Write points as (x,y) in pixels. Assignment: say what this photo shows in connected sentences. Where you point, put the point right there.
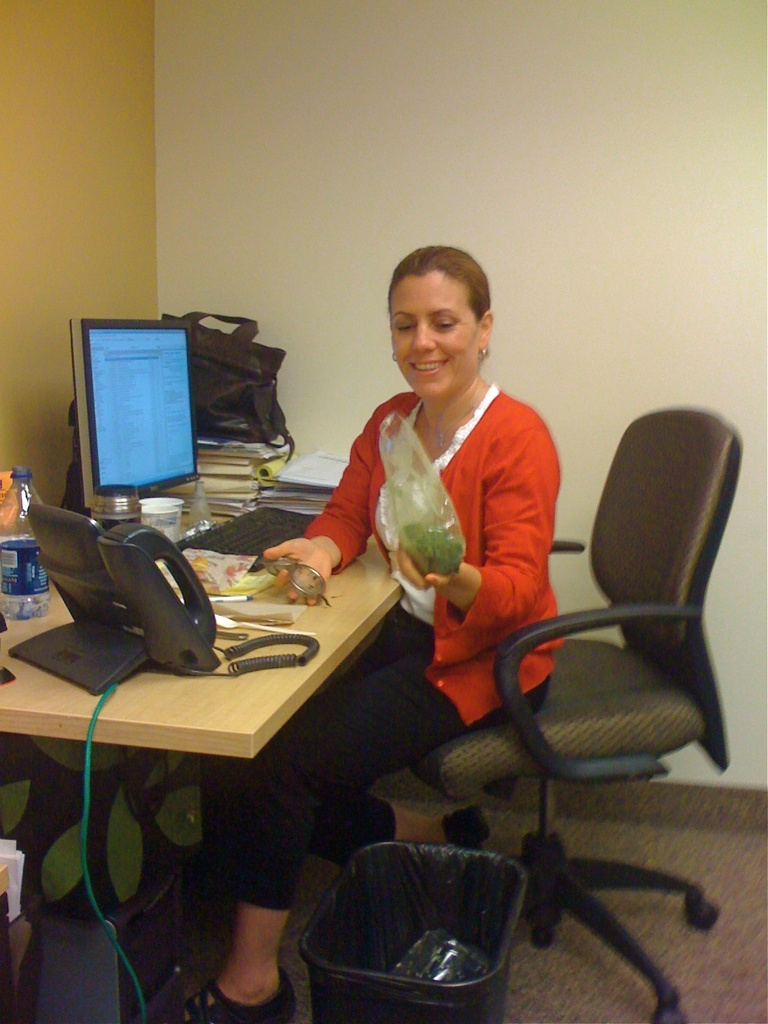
In the picture a woman (415,618) is sitting on a chair (561,704), something is held in her left hand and a strainer (293,577) in her right hand (319,577), there is a table (180,705) in front of her, there is a telephone (92,532), system (86,455), some books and a bag (231,434) on the table (215,729), to the left side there is a dustbin (432,868) to the right side (578,225) there is a wall (335,191).
